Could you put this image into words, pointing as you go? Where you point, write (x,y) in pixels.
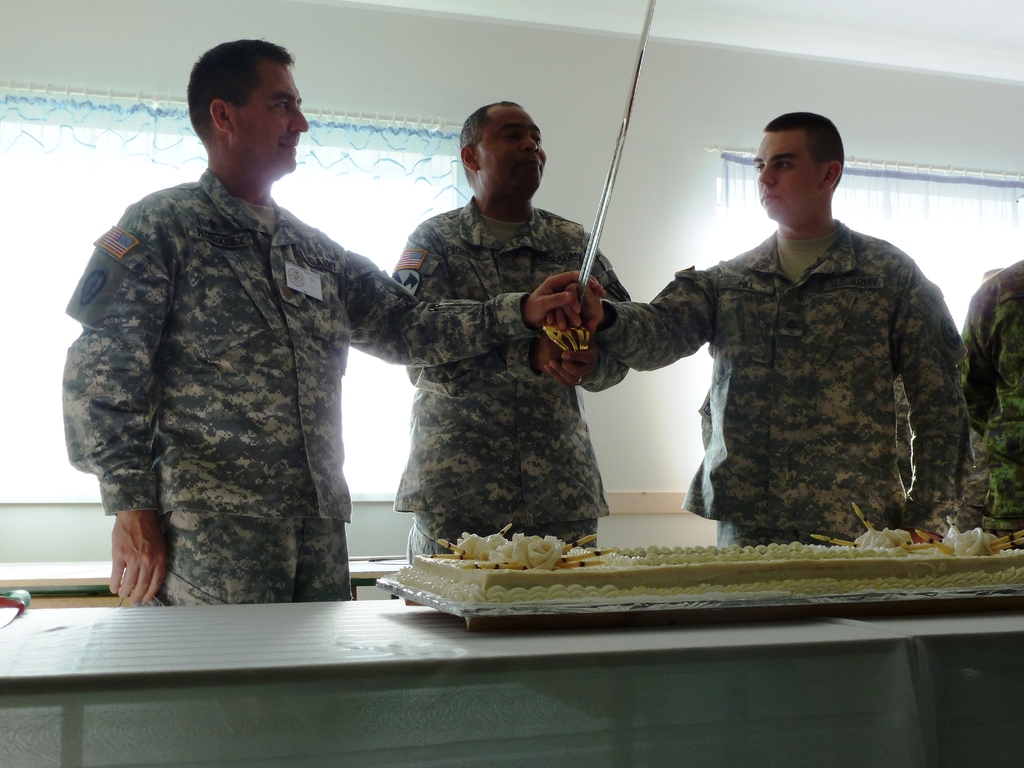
In the picture there is a large cake (837,574) placed on a table (756,679) and in front of the table (134,645) there are few soldiers (746,405), three of them are holding a huge knife (557,332) and behind them there is a wall (657,184) and there are two windows (383,198) beside the wall (587,134).
